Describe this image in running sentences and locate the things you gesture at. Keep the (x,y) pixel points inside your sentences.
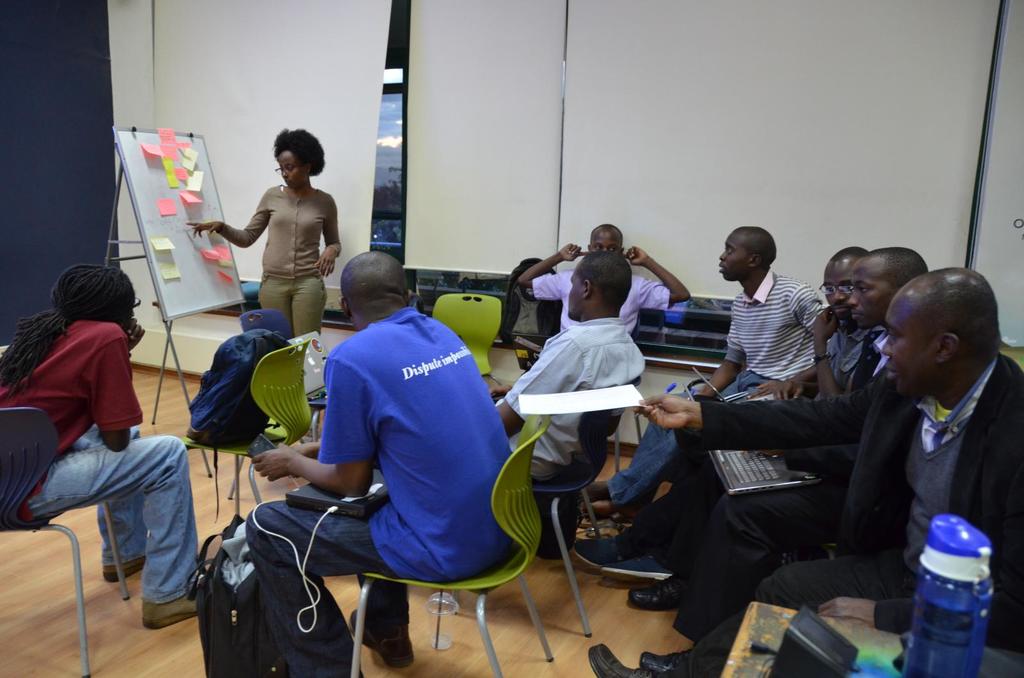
In this image there are group of people (354,544) who are sitting on a chairs (531,484). The woman (317,219) standing in front of board (215,217) is explaining the lesson to the people (340,387). A man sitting on the chair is using the laptop (749,468) on the right side (745,483). In the background (530,241) there are curtains (327,105). In the middle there is a bag (238,603) and a wire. On the right side (942,636) there is a bottle (948,618) which is kept on the table (784,623). There are sticky notes (166,211) on the board (161,178).
